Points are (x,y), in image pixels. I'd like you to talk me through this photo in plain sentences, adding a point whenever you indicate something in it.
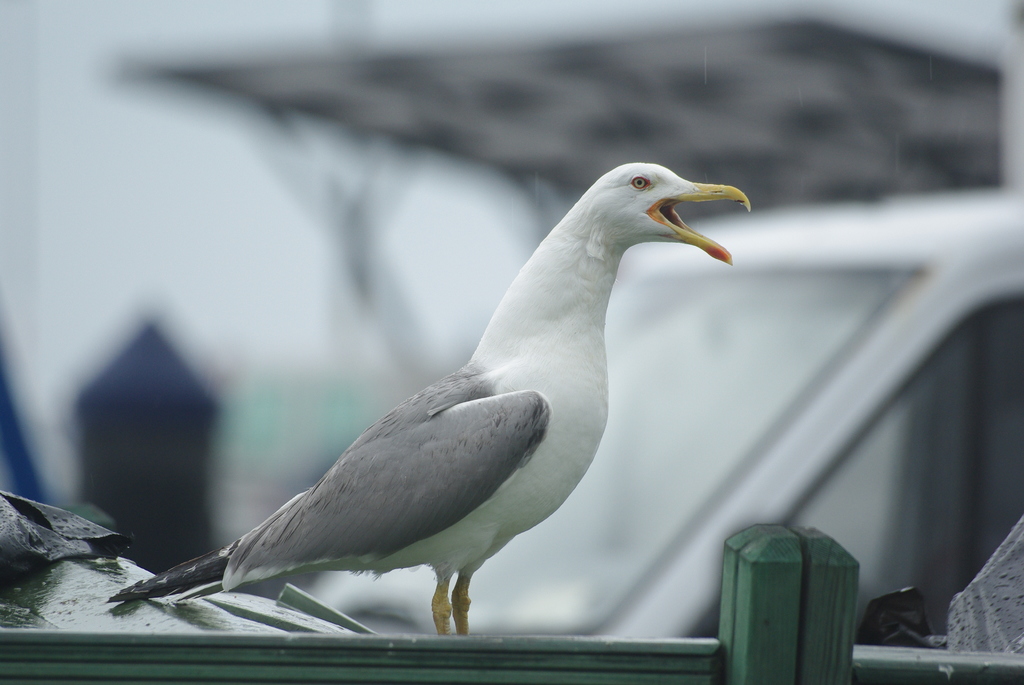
In the foreground of the picture (430,632) we can see bird (465,453), railing (489,643) and other objects (867,615). The background (923,26) is blurred.
